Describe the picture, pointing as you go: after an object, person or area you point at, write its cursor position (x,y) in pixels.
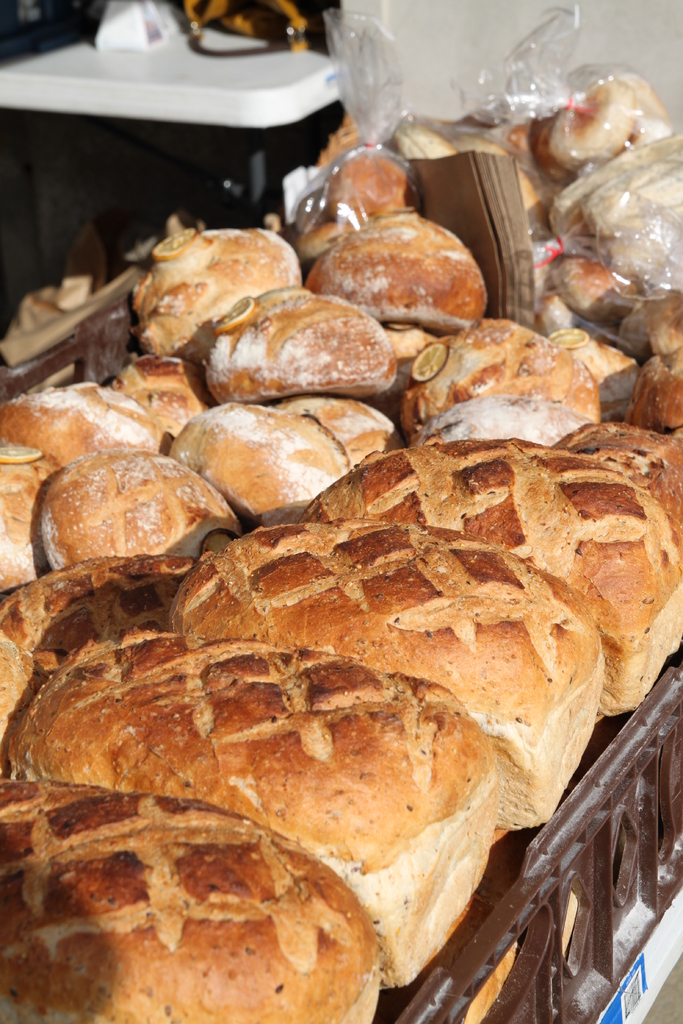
Here we can see breads (303,794), plastic covers (390,93) and things (516,218).
